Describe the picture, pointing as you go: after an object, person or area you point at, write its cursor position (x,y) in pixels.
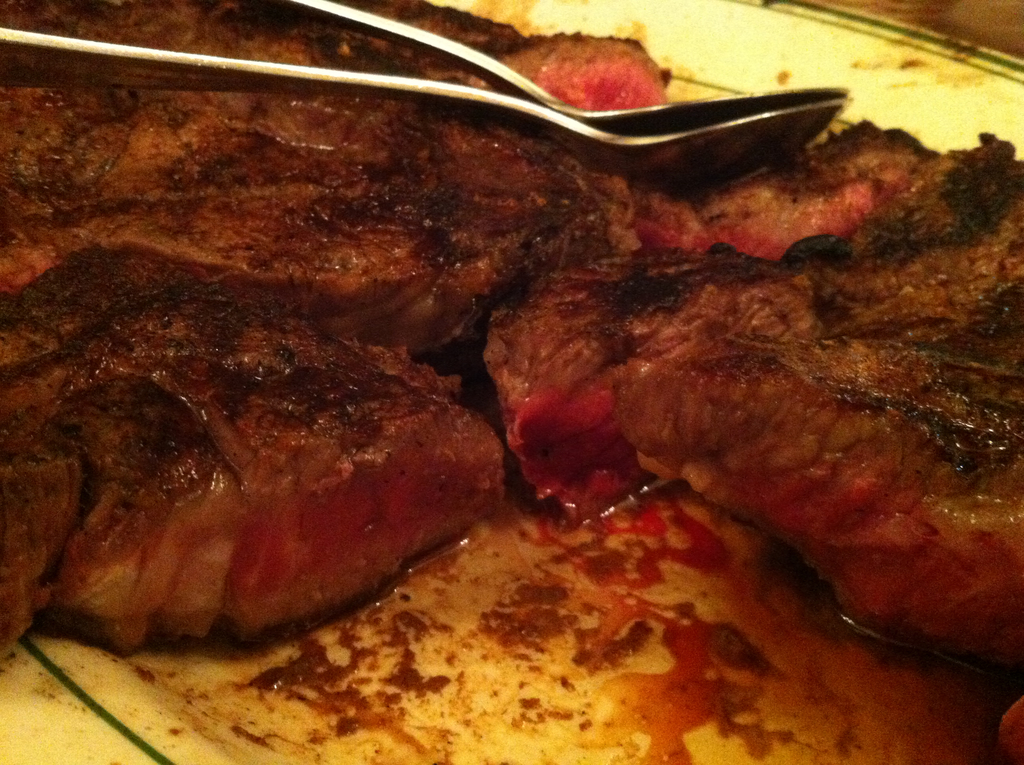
This image consists of food (517,352) and there are spoons (778,135).
